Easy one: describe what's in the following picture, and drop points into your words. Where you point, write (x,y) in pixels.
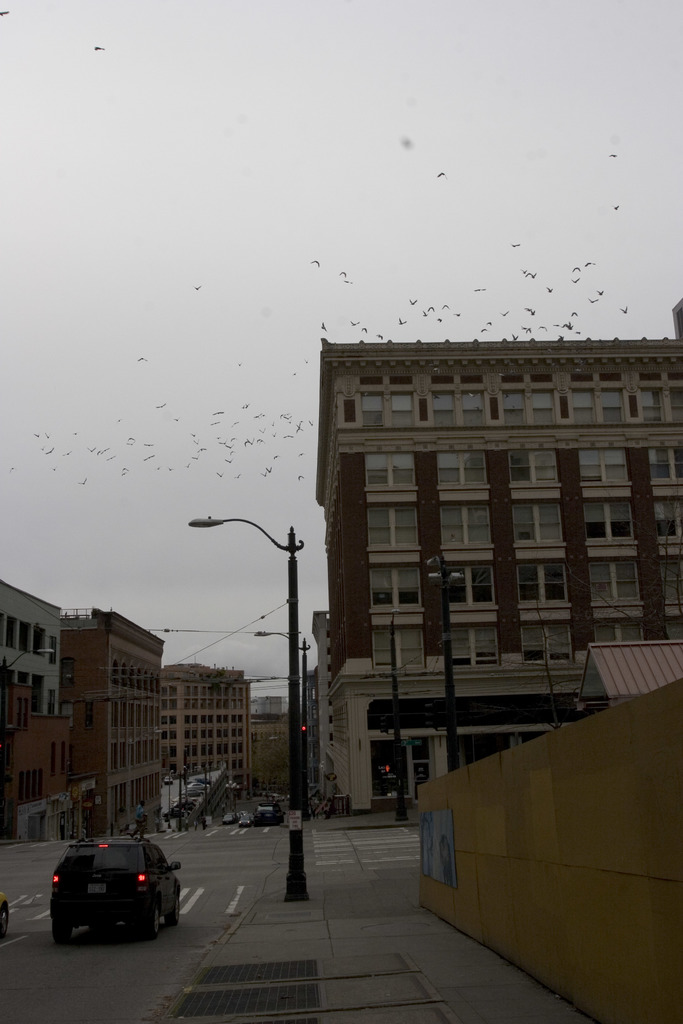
In the image we can see a building (493,568) and these are the window (600,518) of the building (594,525), and there is a vehicle (124,900) on the road (245,881). This is a light pole (291,690), electrical wire (191,656), the sky (195,604) and there are birds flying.
